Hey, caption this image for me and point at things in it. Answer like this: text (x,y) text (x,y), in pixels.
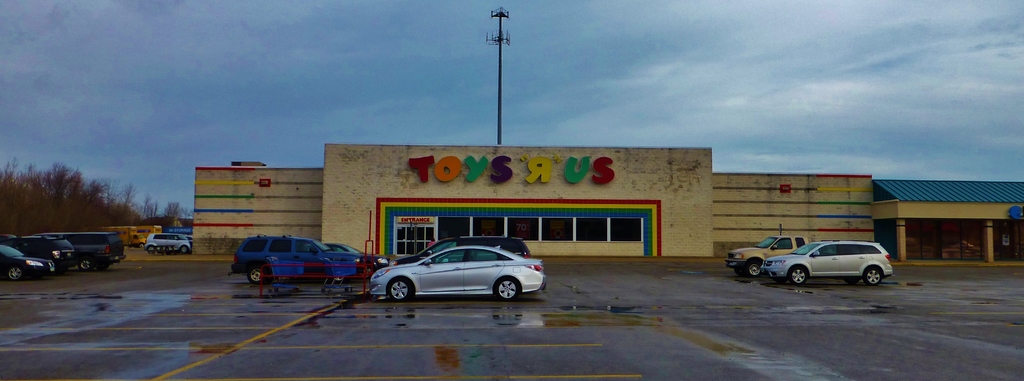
In this image, we can see vehicles (164,241) and a stand (263,267) on the road (473,327) and in the background (665,186), there are sheds (769,199) and we can see a tower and some trees (125,187). At the top (689,53), there are clouds (667,64) in the sky (679,63).
